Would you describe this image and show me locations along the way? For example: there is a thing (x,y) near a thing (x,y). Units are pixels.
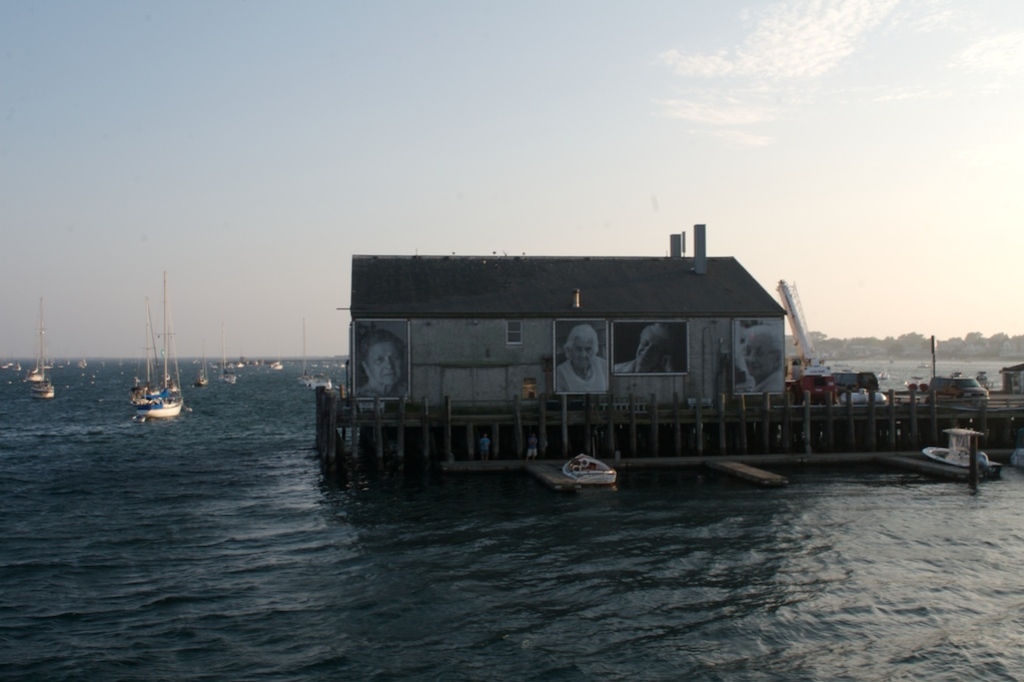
In this image we can see a house (524,399) with roof (605,305), photo frames (580,345) and windows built on the bridge (542,451). We can see some people (487,454) standing under a bridge (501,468) and two boats (593,480) kept aside. On the left side (217,472) we can see some boats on the water (155,445) and the sky (270,179) which looks cloudy.
